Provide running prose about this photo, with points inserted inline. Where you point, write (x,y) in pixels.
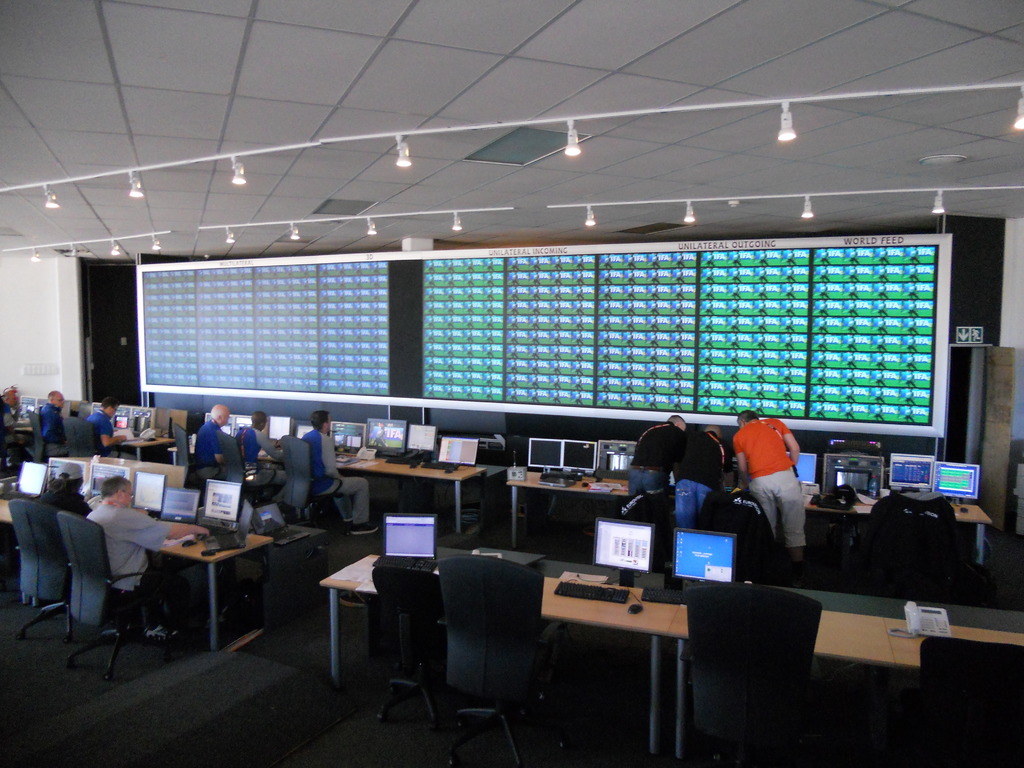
There are group of persons (206,467) sitting in chairs (301,455) and there are tables (198,519) in front of them and there is a big screen (537,321) which has something displayed on it in front of them.
